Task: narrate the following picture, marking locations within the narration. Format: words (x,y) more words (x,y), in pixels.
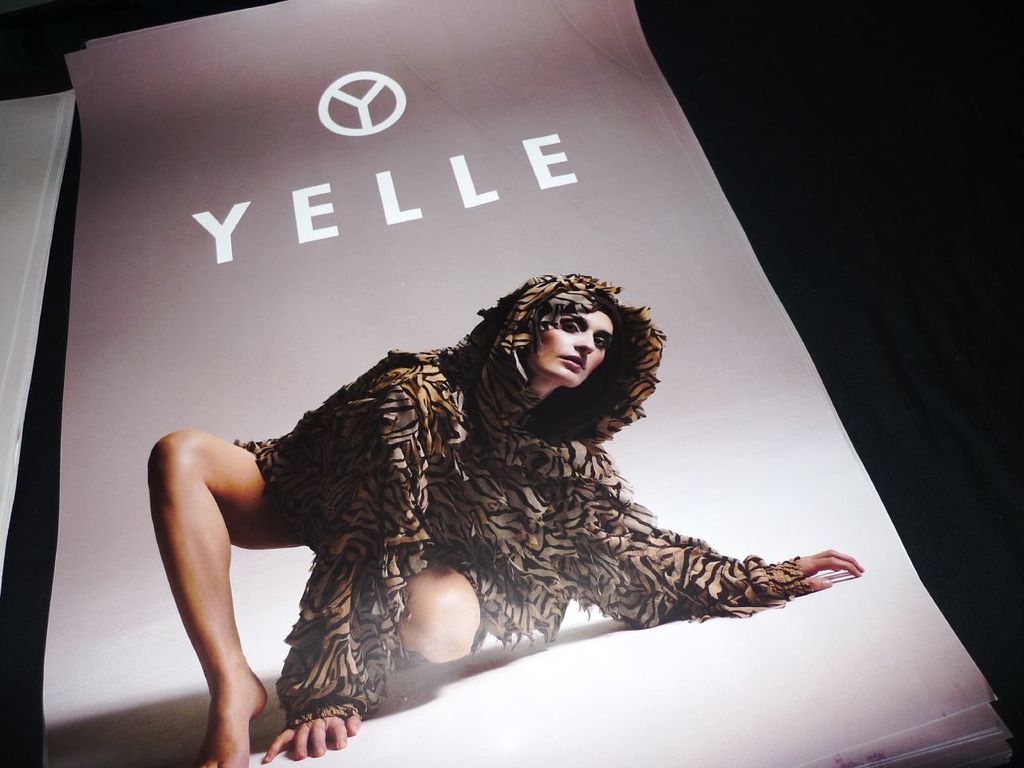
In this picture I can see a person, logo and a word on the paper (356,100), there are papers (773,625), and there is dark background (909,85).
